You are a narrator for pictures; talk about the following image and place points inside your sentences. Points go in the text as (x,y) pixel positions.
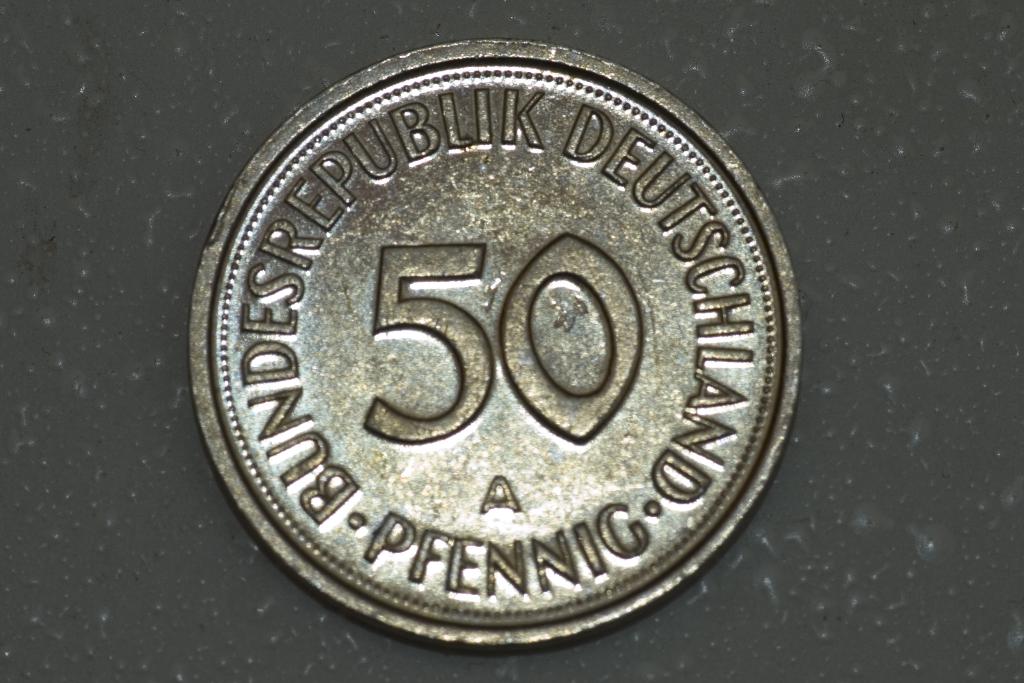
In this picture we can see a coin (425,346) on a black surface (867,496).
